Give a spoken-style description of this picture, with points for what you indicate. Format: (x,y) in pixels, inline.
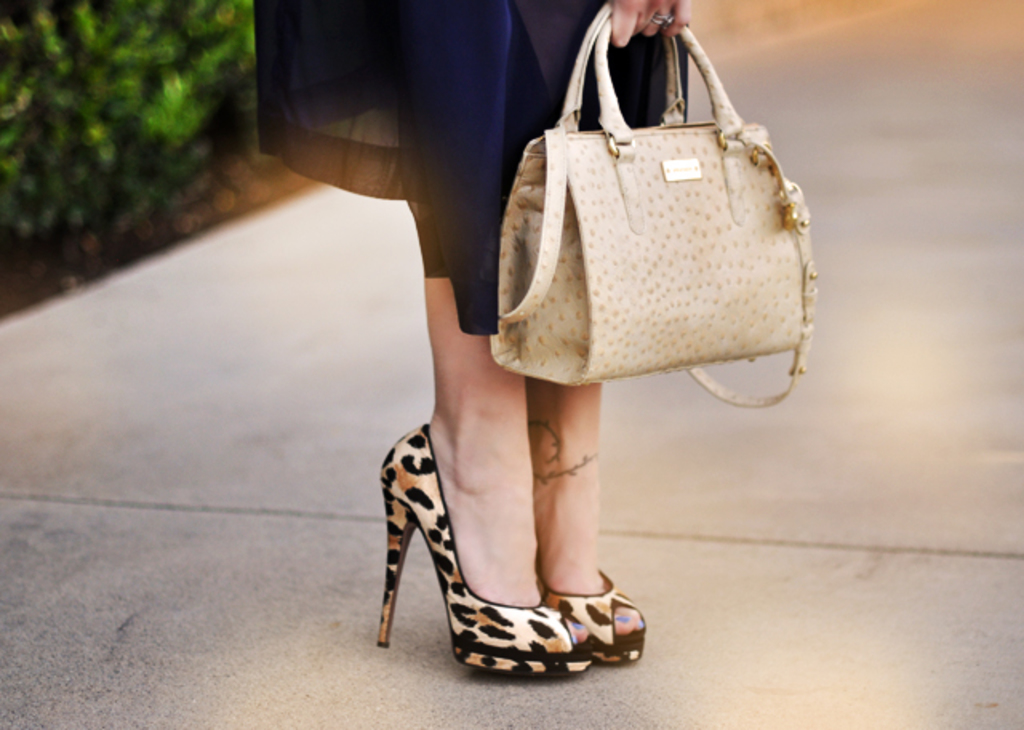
This image is clicked outside. In the middle of the image (489,460) there is a woman (504,529) standing and there are shoes (387,462) of woman (451,441) and woman (652,12) is holding a bag (579,198). she also has a ring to her hand (644,24). on the left side (117,99) top corner there are bushes (99,195). Women (541,422) also have tattoo (538,447) to her right side leg (573,443). She is wearing navy blue color dress (443,165).
